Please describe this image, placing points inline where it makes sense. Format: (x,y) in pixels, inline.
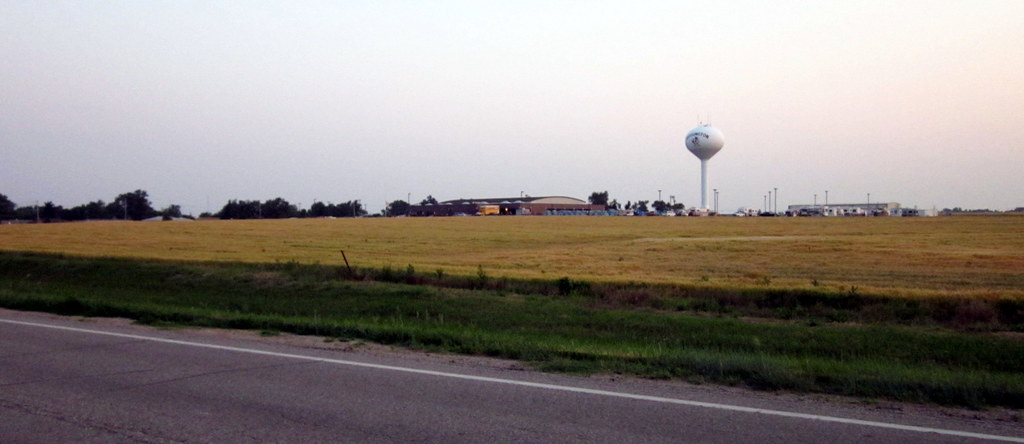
In this image in the center (410,282) there is grass (607,342) on the ground (582,302) and in the background (533,207) there are trees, poles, buildings (554,204) and there is a tower (700,141) and the sky (608,80) is cloudy.
